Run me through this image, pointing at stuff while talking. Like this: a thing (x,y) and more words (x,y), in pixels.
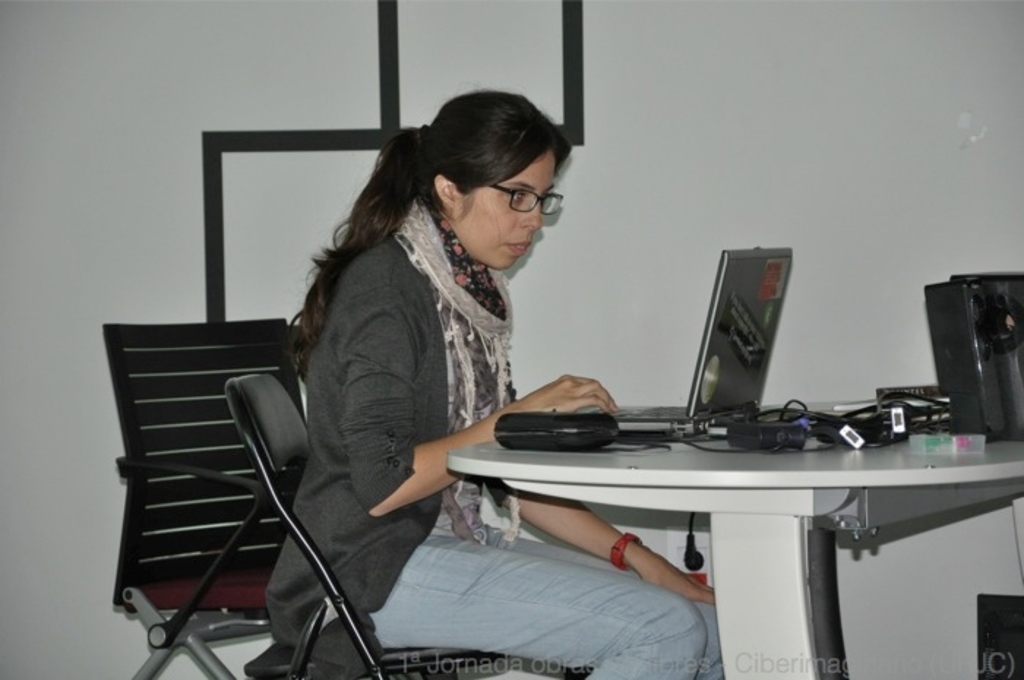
In this image I can see a person (473,554) is sitting on a chair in front of a desk (673,491) and on the desk (732,490) I can see few wires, a laptop (711,387), a black colored box (990,329) and few other objects (940,440). In the background (772,223) I can see the wall (656,130) and a chair (168,404).
